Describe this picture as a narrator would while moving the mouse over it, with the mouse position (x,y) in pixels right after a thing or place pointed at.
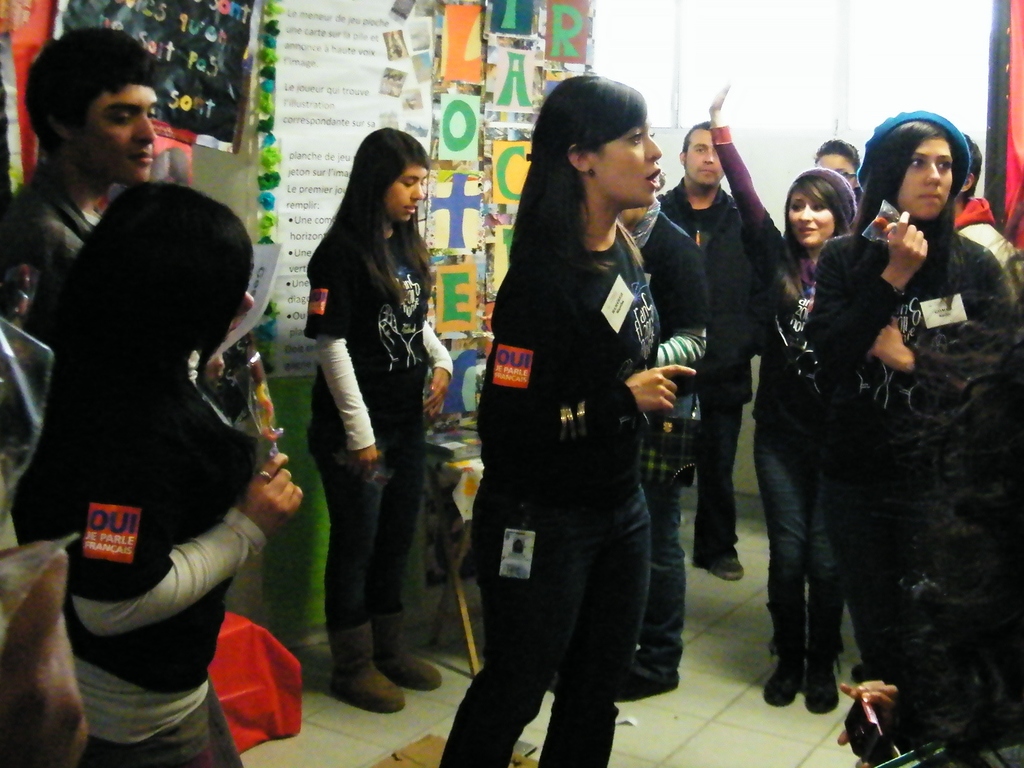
In this image we can see people (482,557) standing on the floor (709,736). In the background of the image (256,164) there is wall (237,162). There are posters (343,79) with some text (319,50) on them.
